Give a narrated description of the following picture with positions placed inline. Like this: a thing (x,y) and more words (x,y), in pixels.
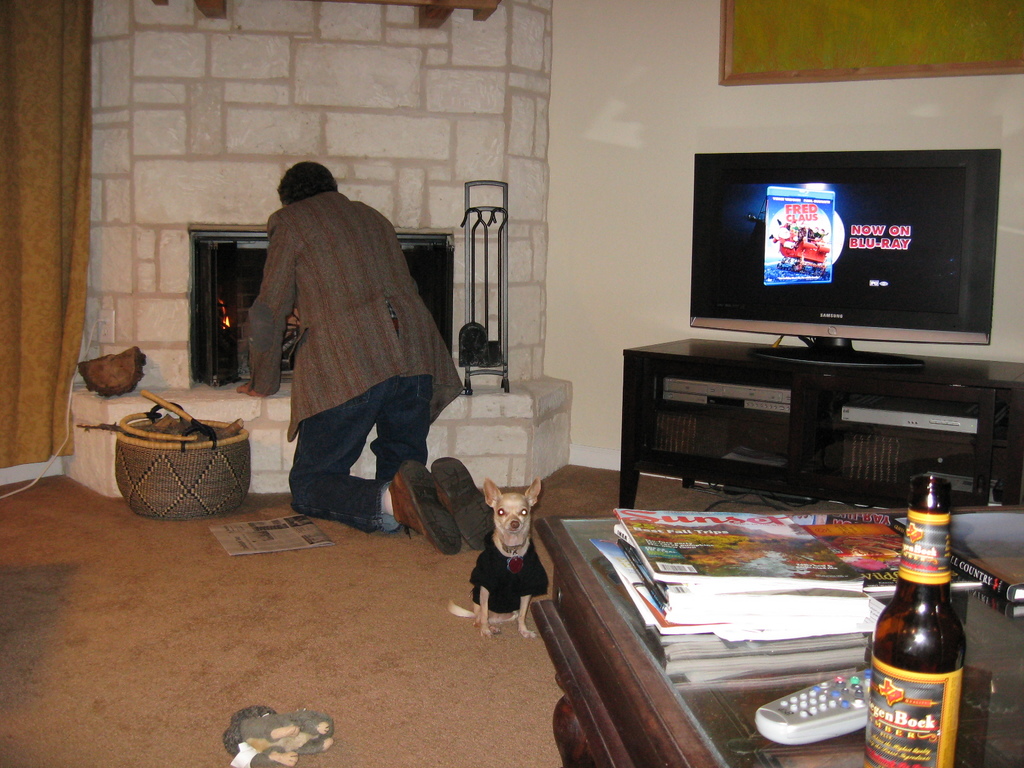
In this image there is a table (1019,719), on that table (960,709) there are book (839,587), bottle (898,679), remote (826,710), on the floor (472,568) there is a dog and a basket (191,494) and a person (332,430) is lying on his knee (310,495), in the background (691,348) there is a table (992,377), on that table (709,351) there is a tv (876,261) and there is a fire pit (249,282).
